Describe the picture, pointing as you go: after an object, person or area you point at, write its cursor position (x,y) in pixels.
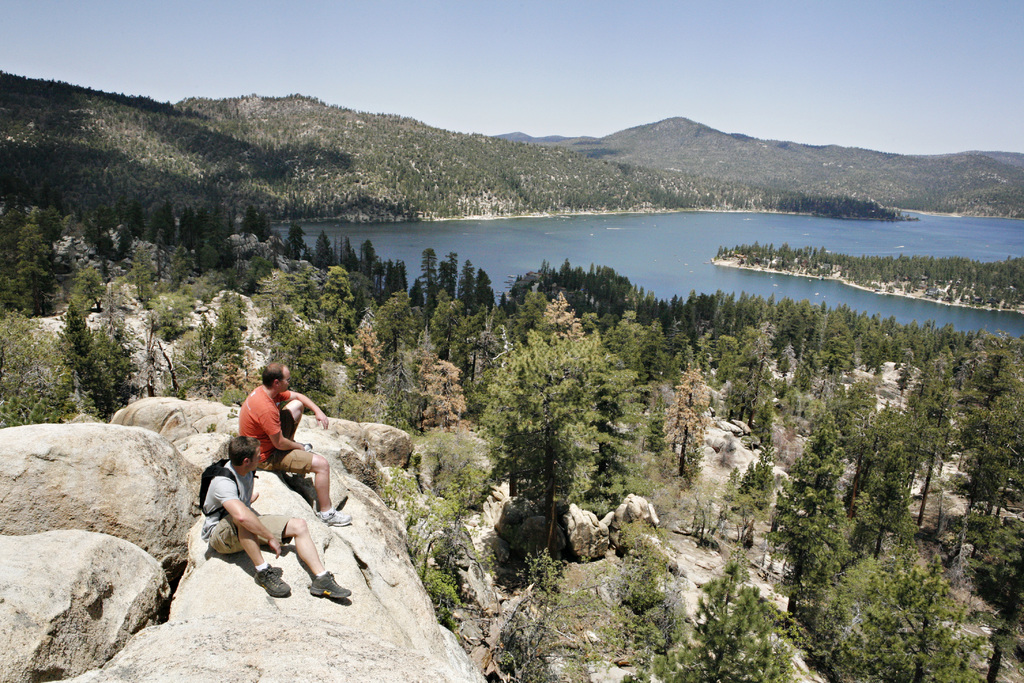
In this image I can see two persons (273,575) sitting, few trees (420,403) in green color. In the background (616,261) I can see the water (647,221), mountains (668,139) and the sky (555,53) is in blue and white color.
